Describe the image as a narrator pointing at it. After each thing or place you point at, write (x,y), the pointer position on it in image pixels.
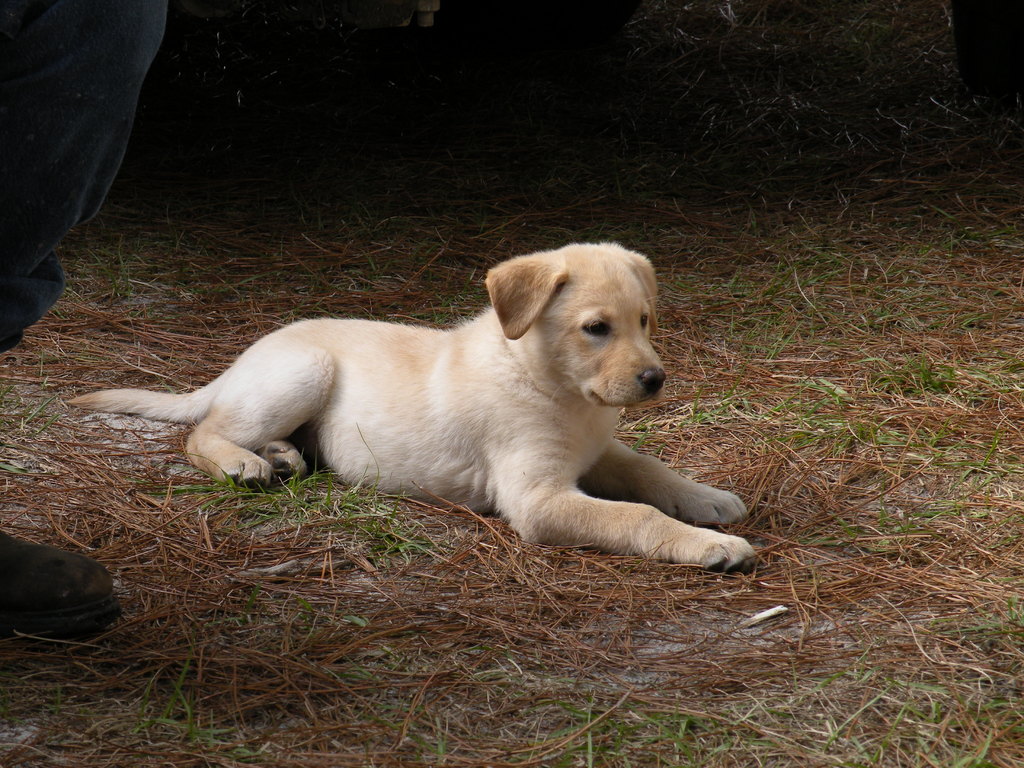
In the center of the image (392,394) we can see a dog (412,438). At the bottom (358,701) there is grass (514,625). On the left (69,563) we can see a person's leg (97,78).
